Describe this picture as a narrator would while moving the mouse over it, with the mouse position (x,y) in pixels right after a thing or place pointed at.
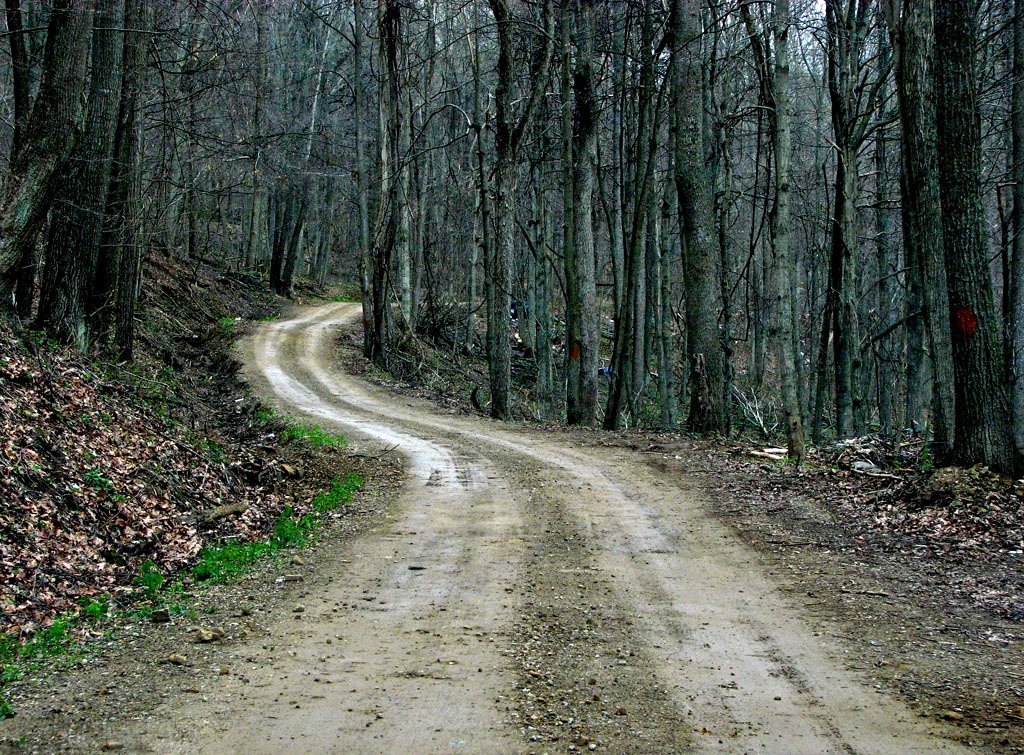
In this image we can see trees (834,150), sky (813,5), dried leaves (70,518), road (459,459) and grass (331,491).
